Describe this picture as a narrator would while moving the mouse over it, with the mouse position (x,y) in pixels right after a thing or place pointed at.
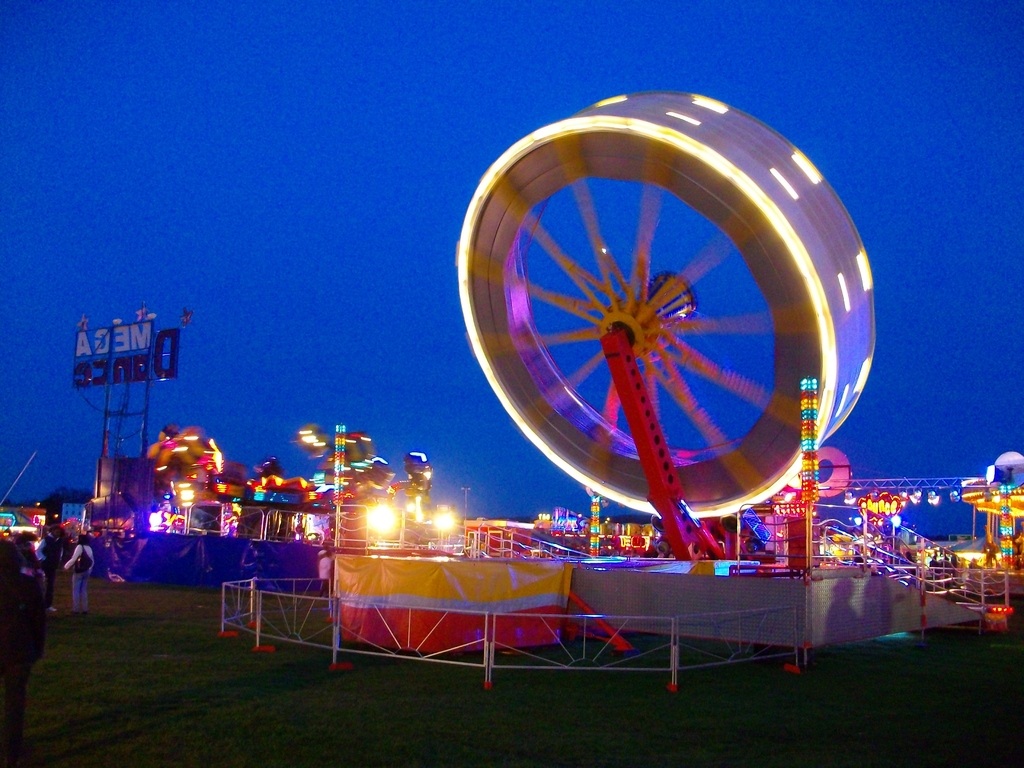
In this picture we can see a group of people (34,576) standing on the grass (68,718). On the right side of the people (62,532) there are iron grilles (475,637). There are some rides (371,525) in the amusement park (642,454). Behind the amusement park (150,462) there is the sky (271,187).
